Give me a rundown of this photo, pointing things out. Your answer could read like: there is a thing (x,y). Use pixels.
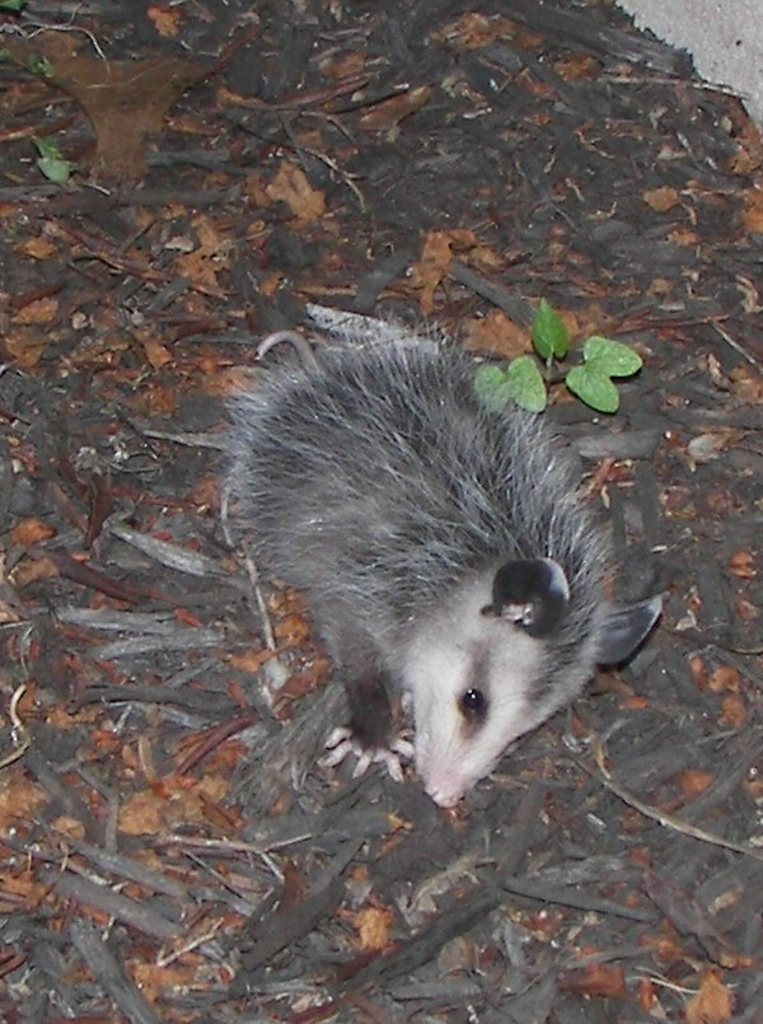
In this image we can see an animal (418,699). There are leaves (216,283) and wooden pieces (674,480) on the land (416,869).
